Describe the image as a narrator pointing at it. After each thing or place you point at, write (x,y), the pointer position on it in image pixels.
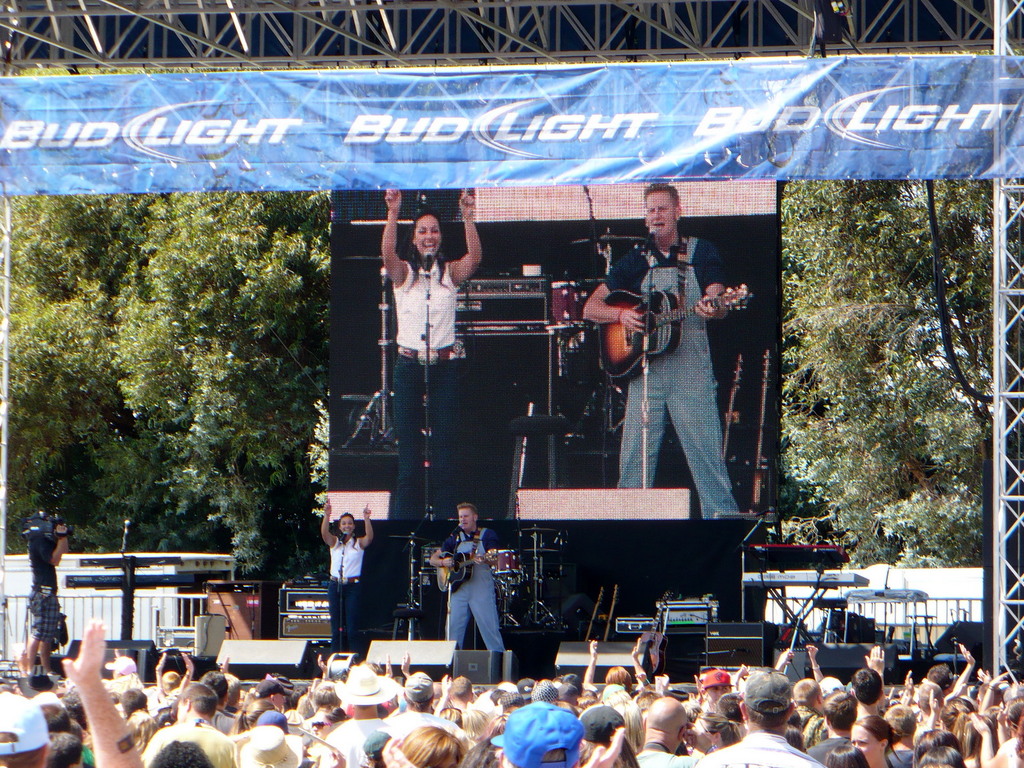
there is a concert going on. many people (683,712) are watching two people (490,613) performing on the dais (557,670). a person (474,587) is singing and playing the guitar (452,578). other, there is a girl (340,569) left to him standing. behind them there is a projector display (475,389). behind the projector display (524,351) there are trees (885,332). at the top (803,151) there is a hoarding (774,151) which is named as bud light.
